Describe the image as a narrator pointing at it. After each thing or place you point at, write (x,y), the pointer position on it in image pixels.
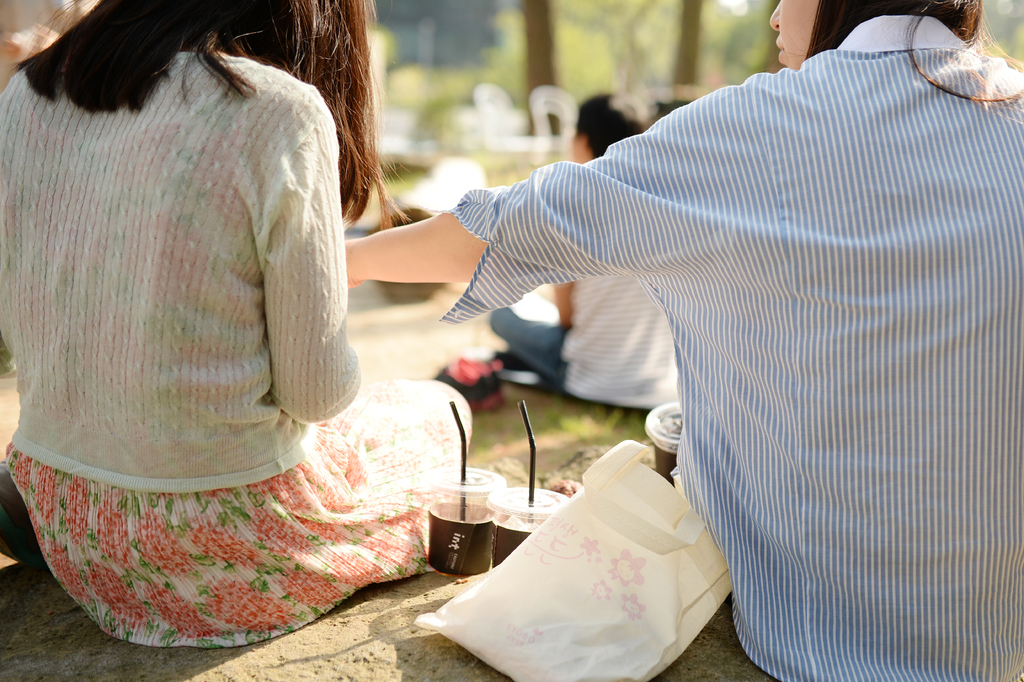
In this image I can see few women (335,327) are sitting. I can also see few glasses (484,477), a white colour carry bag (560,514) and in these glasses (515,525) I can see straws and drinks (490,514). In the background (650,340) I can see one more person (644,350) and I can see this image is little bit blurry from background (409,18).
